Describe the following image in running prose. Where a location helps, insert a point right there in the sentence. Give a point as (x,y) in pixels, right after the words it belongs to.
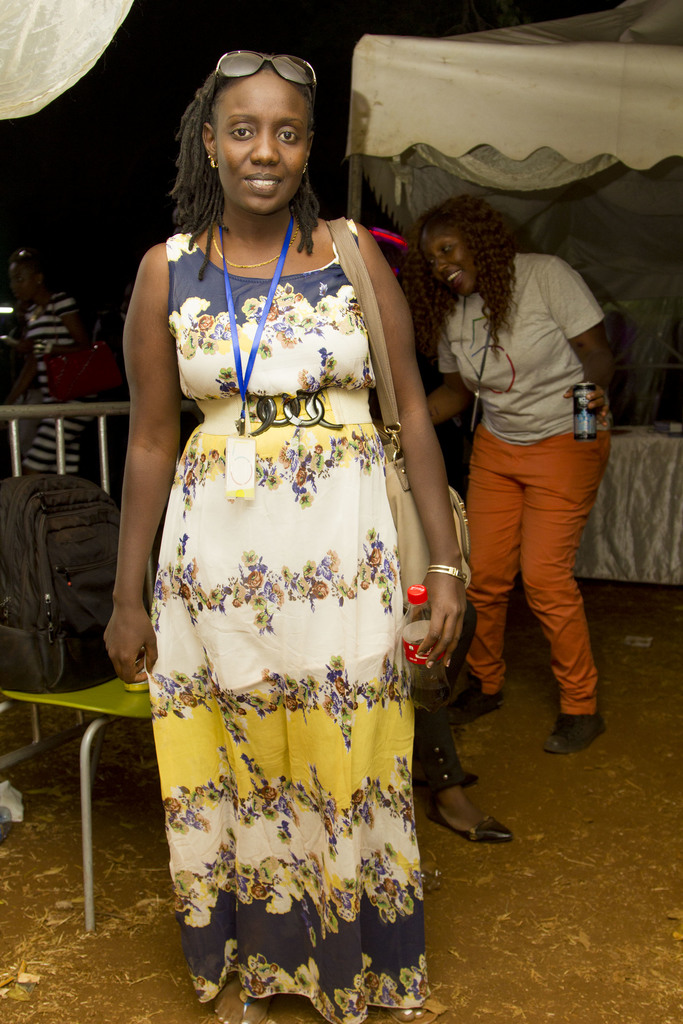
In this picture we can see the woman (308,561) wearing white and yellow gown (317,599), standing in the front (327,630) and giving a pose to the camera. Behind there is a another woman (525,408), standing and smiling. In the background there is a white table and dark background (625,529).
